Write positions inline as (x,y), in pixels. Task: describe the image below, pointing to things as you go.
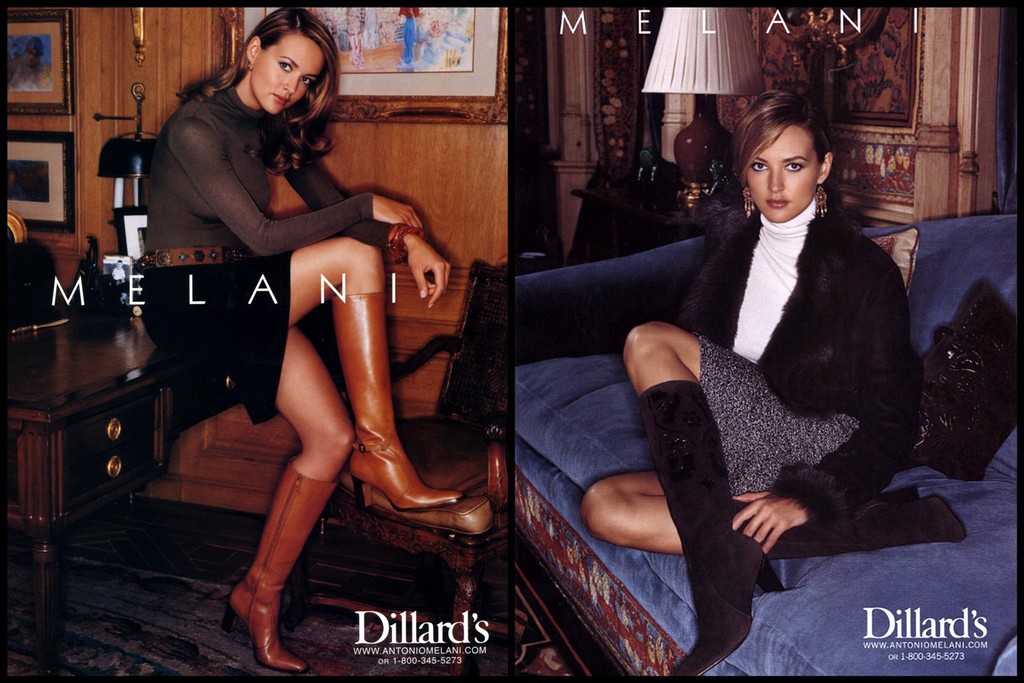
This is an edited collage image. In this image on the left side (309,480) we can see a woman (335,347) is sitting on a table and kept one of her leg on a chair (488,419) and in the background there are frames (17,42) on the wall (160,62) and we can see photo frames (114,273) and objects (119,170) on the table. On the right side (901,393) we can see a woman (787,320) is sitting on a sofa (595,402) and there are pillows (960,406) on it and in the background (729,39) we can see lamp (745,62) and objects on a table (696,223) and we can see objects (616,159) on the wall (890,20). At the bottom (943,658) we can see texts (476,625) written on the images.
